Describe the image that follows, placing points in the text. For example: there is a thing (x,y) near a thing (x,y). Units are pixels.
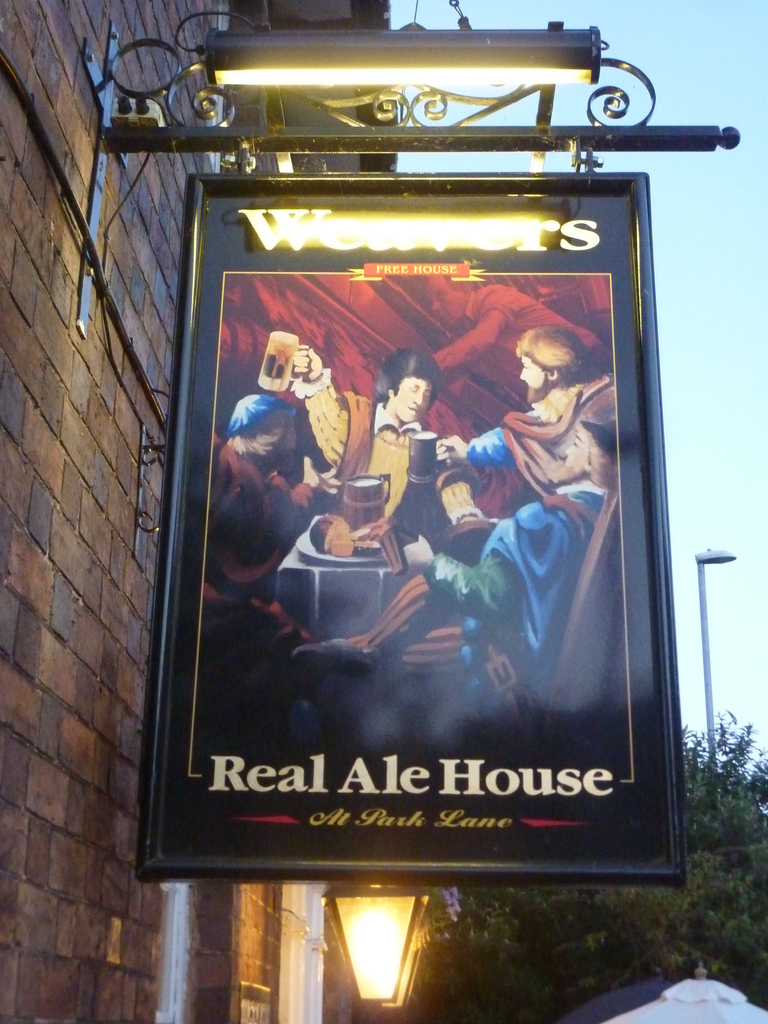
In this picture I can see a building (11,489) and I can see a board (321,428) fixed to the wall (65,101) with some text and pictures (413,408) on it and I can see a light (371,82) and I can see couple of lights (377,934) fixed to the wall (330,1018) and I can see trees (722,821) and pole lights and I can see couple of umbrellas (647,999) and a clear sky (653,238).
